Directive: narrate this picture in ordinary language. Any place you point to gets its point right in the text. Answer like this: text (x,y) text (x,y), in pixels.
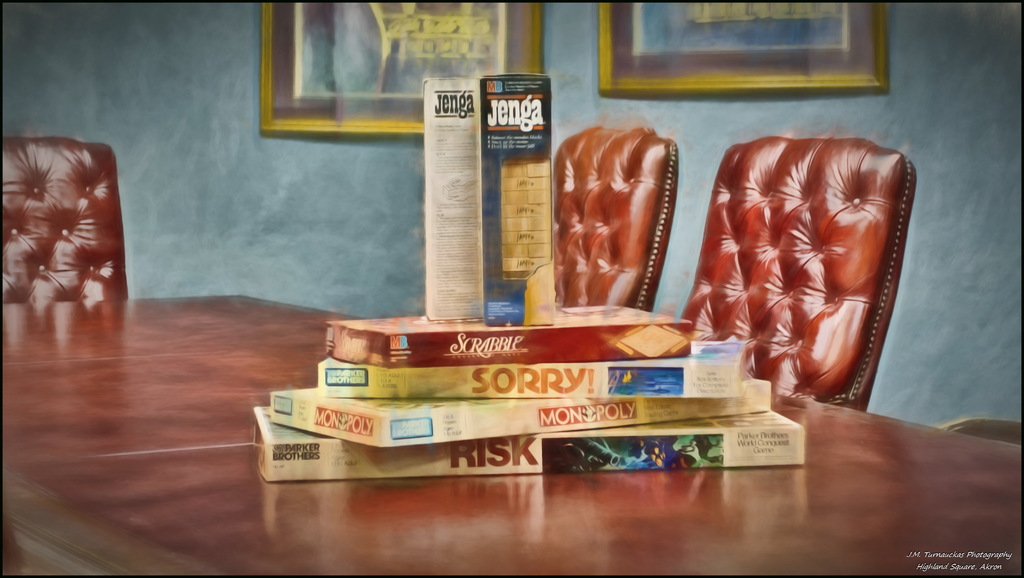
There is a table (478,485) and there are some board games (475,364) kept upon the table (98,389), there are three chairs (560,204) around the table (115,413) and in the background (337,8) there is a wall (399,299) and there are two photo frames (719,69) attached to the wall (127,26). All these things (180,192) are picturized in a painting.
